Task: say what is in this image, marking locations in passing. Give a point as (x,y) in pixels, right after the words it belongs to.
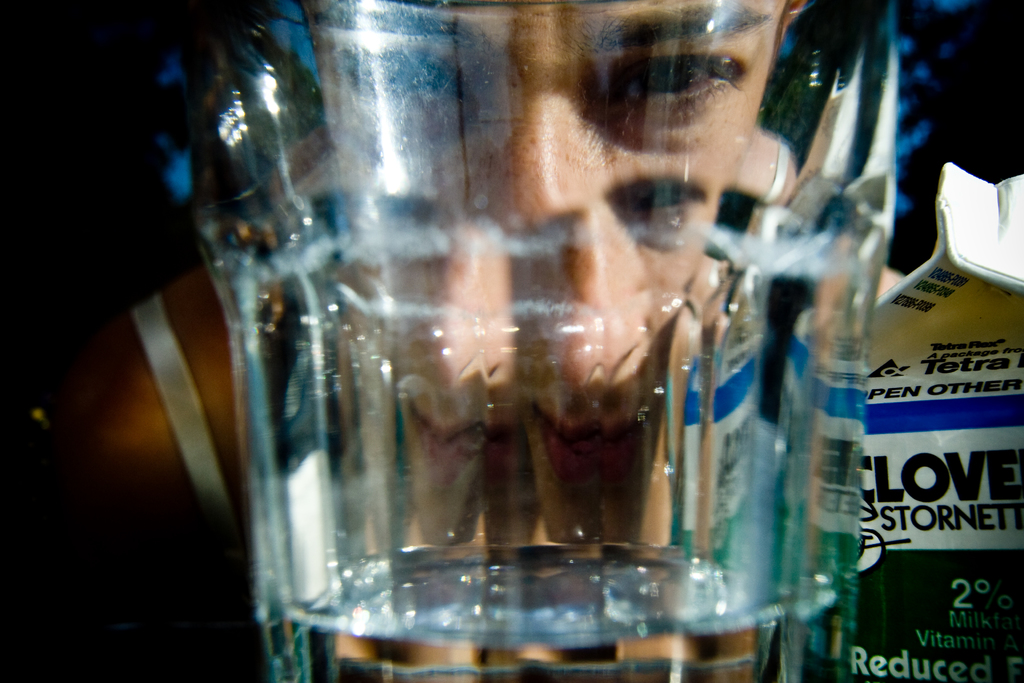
In this image, this looks like a glass (517,455). I can see a person (206,354) behind the glass (507,309). This looks like a cardboard box (955,445).
